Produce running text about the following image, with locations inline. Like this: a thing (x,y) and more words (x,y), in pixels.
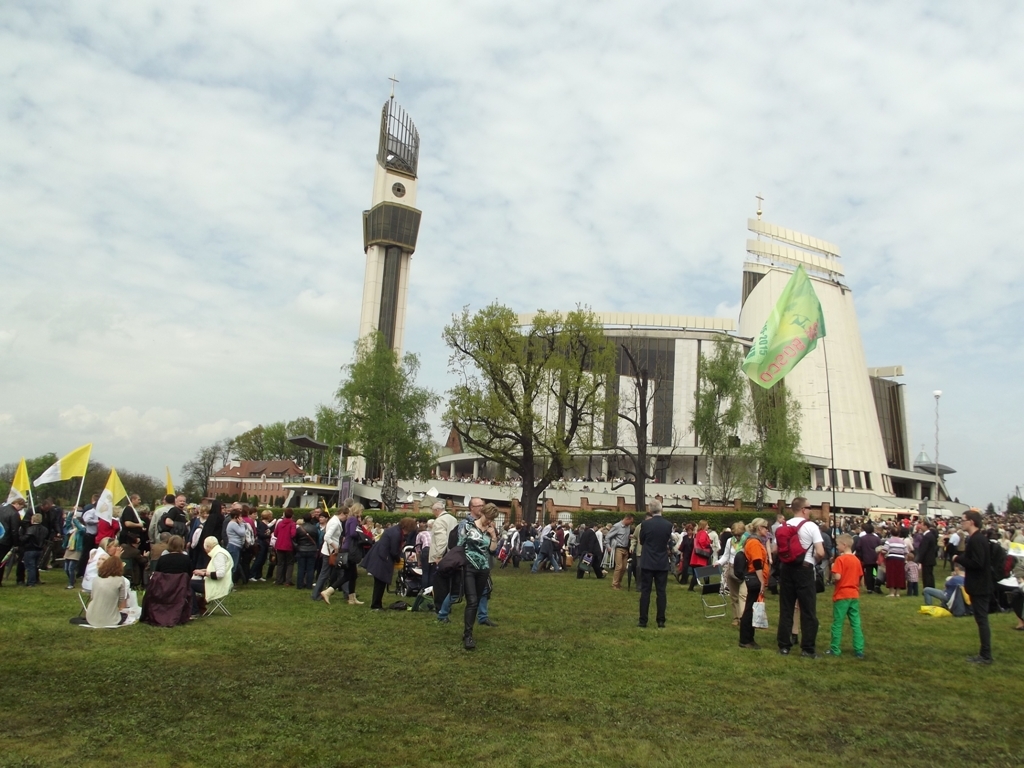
In the background of the image (822,434) there is a building (819,449). There are trees (525,470). At the bottom of the image (520,718) there is grass (565,725). There are people (109,572) walking on the grass (566,590). At the top of the image (415,97) there is sky (679,39) and clouds (688,49).
